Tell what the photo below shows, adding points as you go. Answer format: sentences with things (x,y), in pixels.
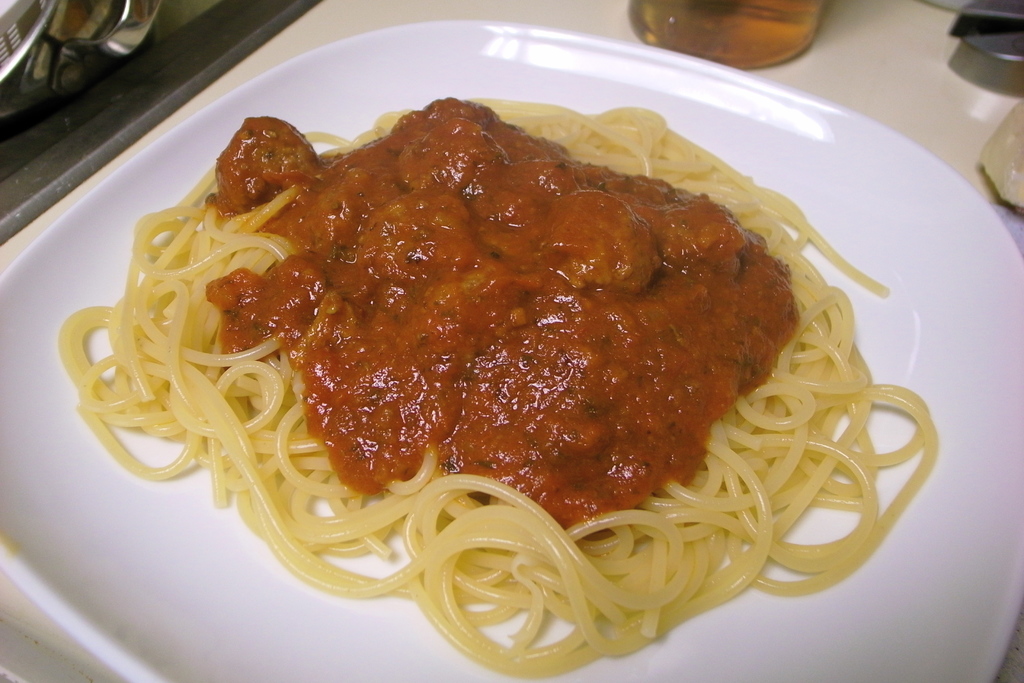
In this image we can see food (869,540) in a plate (130,669) which is on a platform (1022,659). At the top of the image (808,10) we can see a glass (724,33) with liquid (791,9) which is truncated.
